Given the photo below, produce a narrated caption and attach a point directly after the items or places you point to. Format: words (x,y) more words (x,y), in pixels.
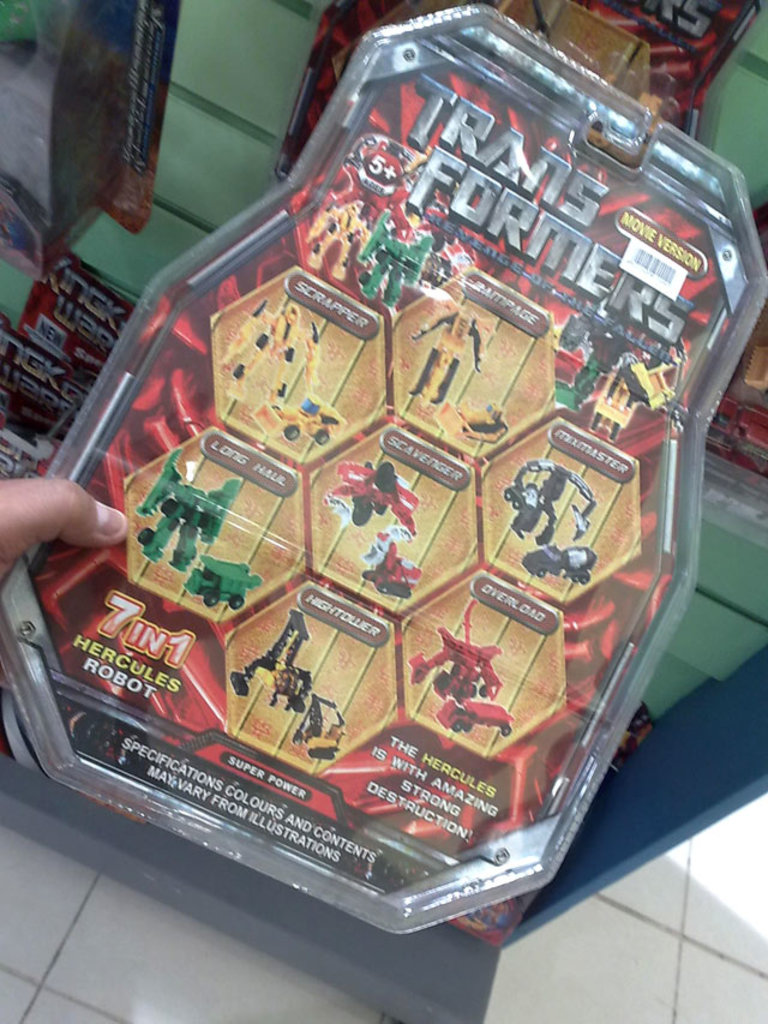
In this image we can see some person (106,534) holding the playing object (360,635). At the bottom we can see the floor (134,958).
